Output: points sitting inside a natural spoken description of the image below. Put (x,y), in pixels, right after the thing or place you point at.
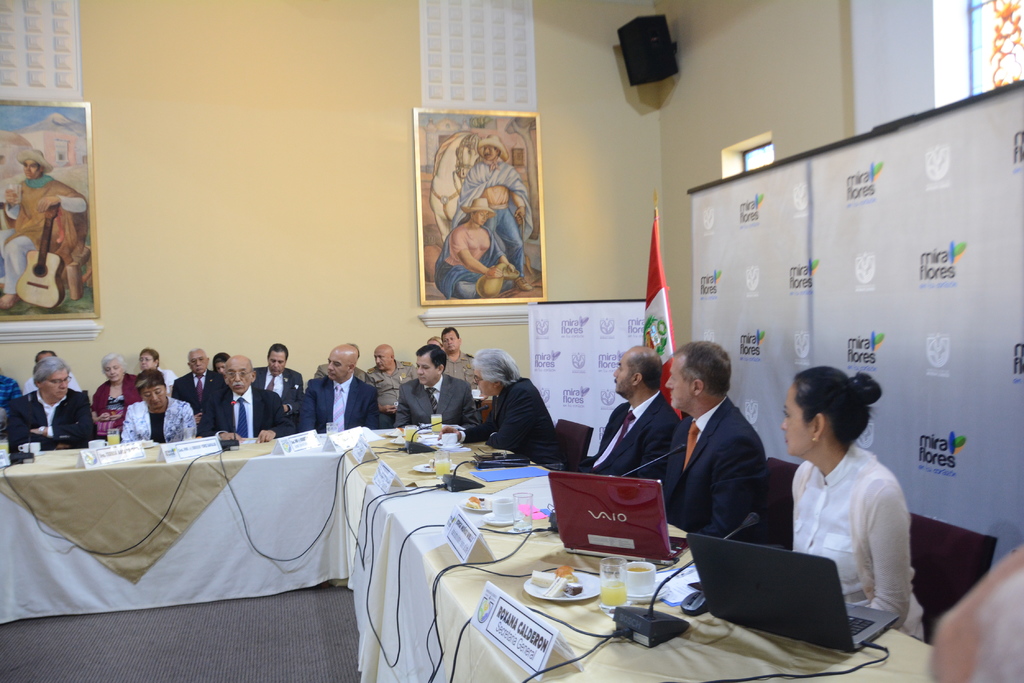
In the image we can see there are lot of people (355,399) sitting on the chair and there are laptops (561,522), nameplates (534,649) and mic (672,577) kept on the stand (714,639), there are food items (563,581) kept on the plate (567,571). There are photo frames (47,224) kept on the wall (111,179) and behind there is flag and banners (834,315) kept on the ground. There is a speaker box (648,47) attached on the wall (722,135).
